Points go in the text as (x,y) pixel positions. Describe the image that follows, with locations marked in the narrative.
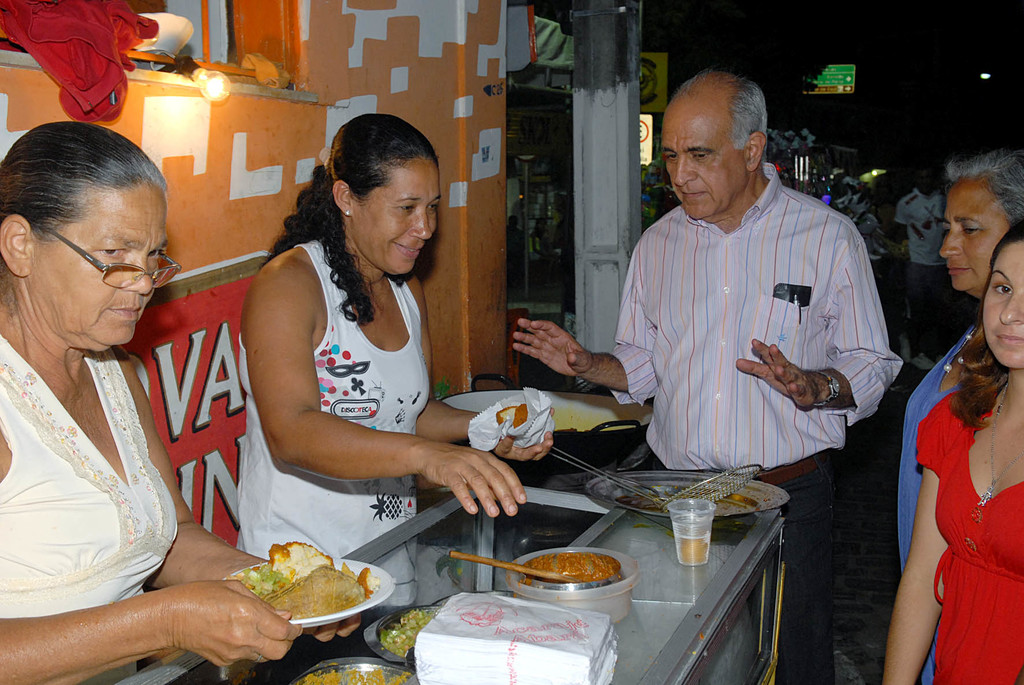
In this picture, we can see a group of people (704,285) standing on the path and two women (246,385) are holding some food items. In front of the people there is an object (670,613) and on the object (610,537) there are plates (616,487), plastic bowl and some food (383,684). Behind the people (342,314) there is a wall (410,99) with light (191,77), directional board (831,79) and there is a dark background (888,162).
